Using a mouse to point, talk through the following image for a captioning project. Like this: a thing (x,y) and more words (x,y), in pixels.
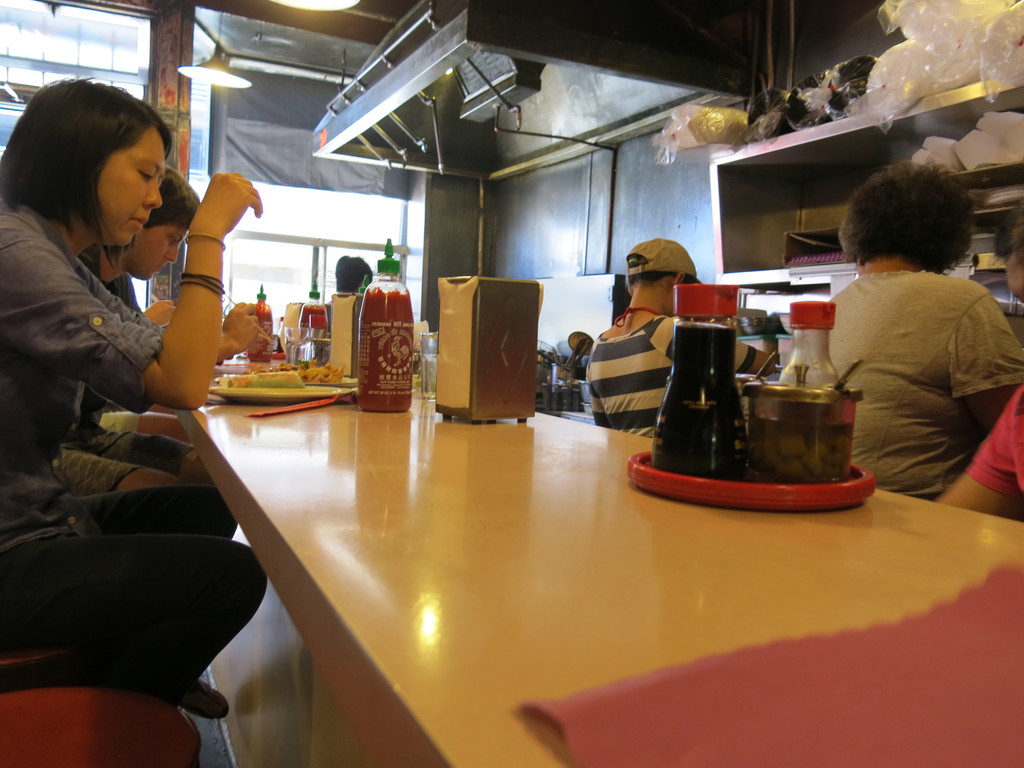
As we can see in the image there is a light (238,78), few people (139,234) sitting on chairs (55,730) and there is a table (678,509). On table (617,441) there is a plate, bottles (397,362) and boxes (449,304).
